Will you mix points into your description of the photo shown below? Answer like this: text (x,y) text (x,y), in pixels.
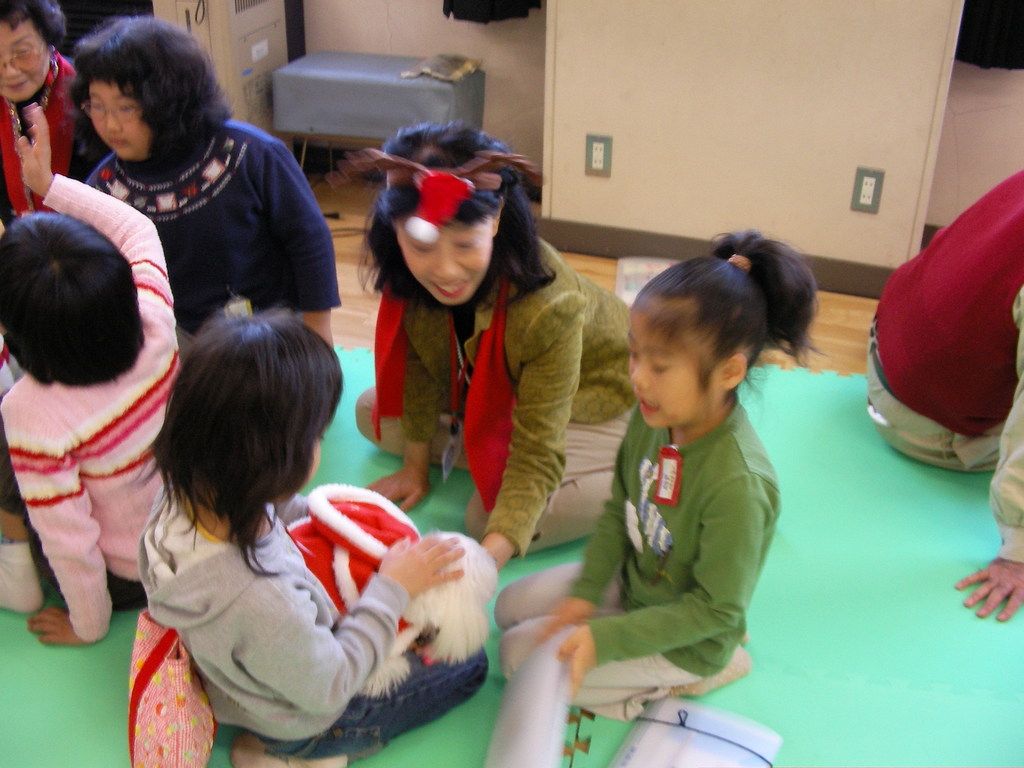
In the image there are few kids (674,396) sitting on green carpet (836,716) on a wooden floor (842,310), in the back (276,80) there is a cupboard (266,58) and a stool (457,82) in front of the wall (483,46).
